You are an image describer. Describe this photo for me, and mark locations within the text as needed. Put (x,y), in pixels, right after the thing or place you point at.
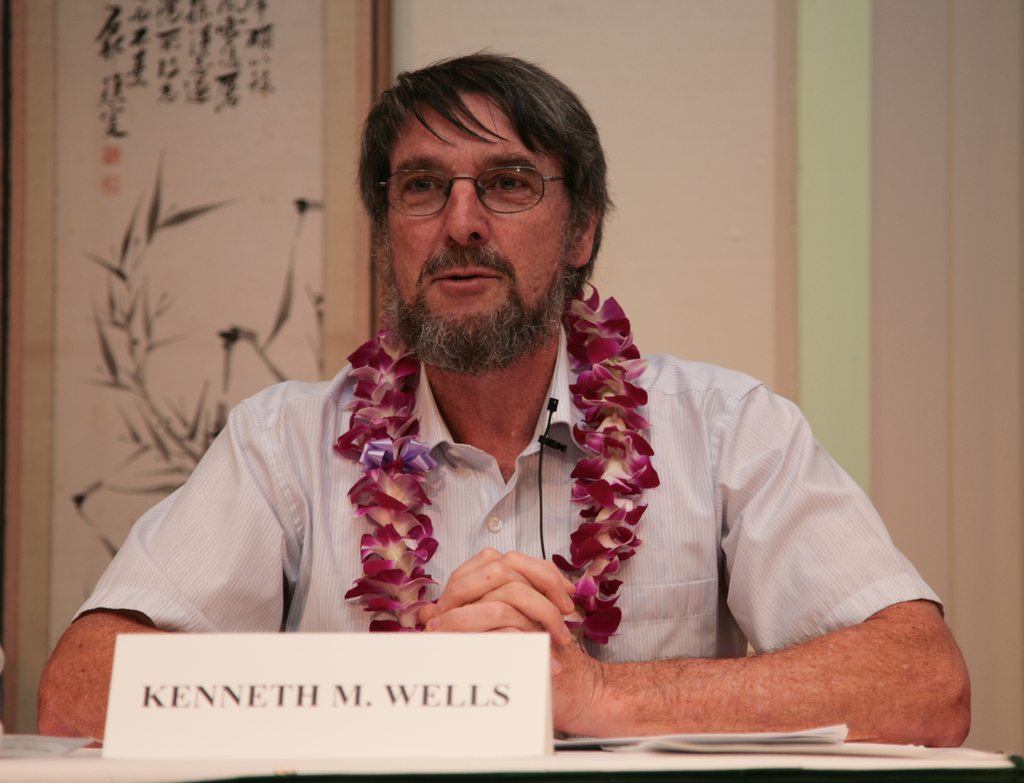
In this image I can see a person (669,571) wearing white shirt (755,531) and glasses (534,168). I can see a table (632,755) in front of him and on the table (632,759) I can see a white colored board (454,746) and few papers (752,739). I can see a flower garland (596,618) on him and a black colored microphone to his shirt (565,407). In the background (695,144) I can see the wall (746,169) and a banner (50,161) attached to the wall (450,46).
